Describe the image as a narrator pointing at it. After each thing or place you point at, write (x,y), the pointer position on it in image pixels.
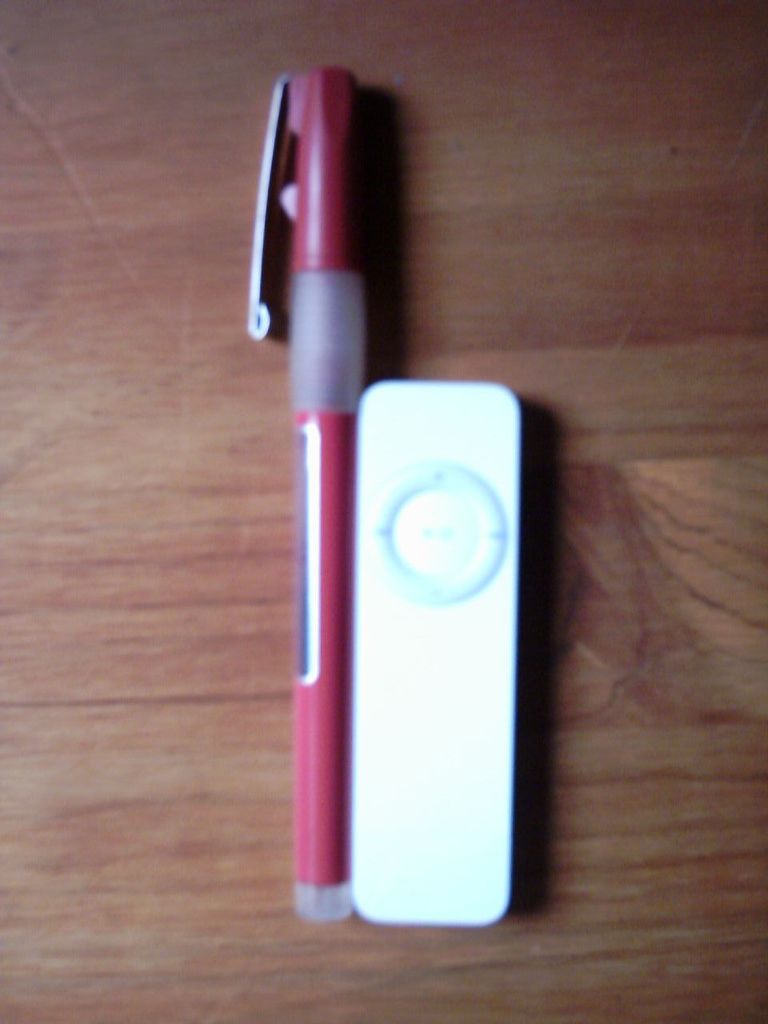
This image is taken indoors. At the bottom of the image (128,693) there is a table (599,476) with a pen (326,576) and a music player (407,767) on it.
